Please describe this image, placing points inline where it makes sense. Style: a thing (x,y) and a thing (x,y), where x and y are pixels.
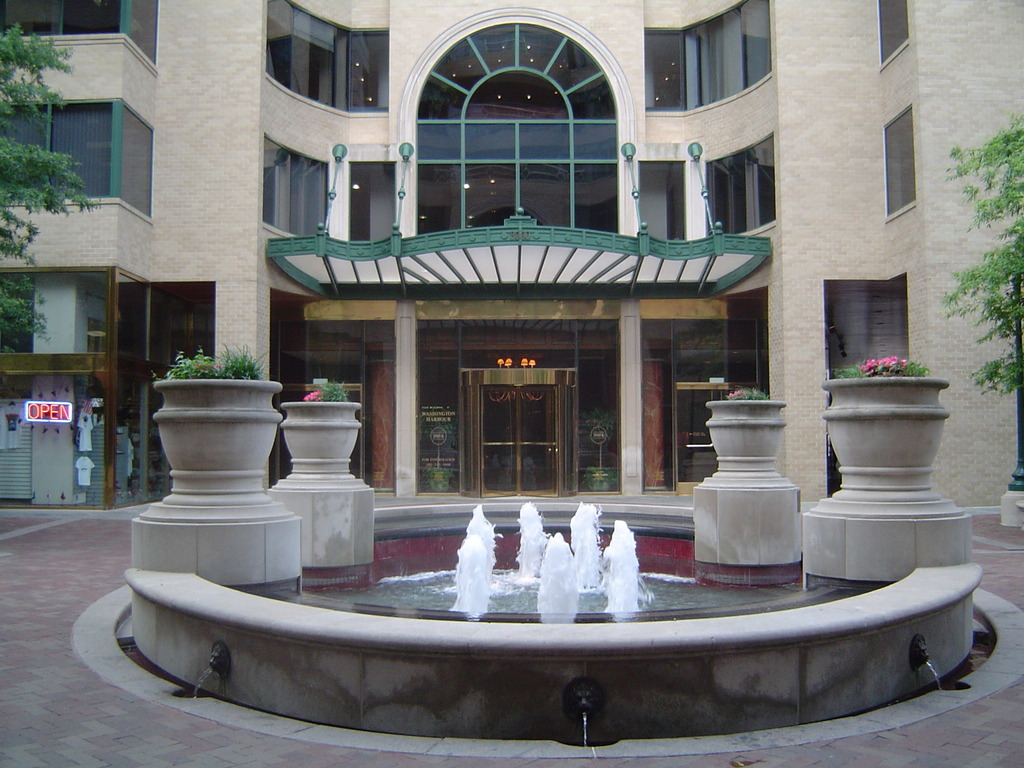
In this picture there is a building (979,461). At the bottom (848,670) we can see the fountain (423,565), beside that there are four pots (194,391) and plants (249,356). On the right (1002,382) and left side (50,48) we can see the trees (987,372). In the center (552,464) there is a door (548,389), beside that we can see the pillars (658,463).
